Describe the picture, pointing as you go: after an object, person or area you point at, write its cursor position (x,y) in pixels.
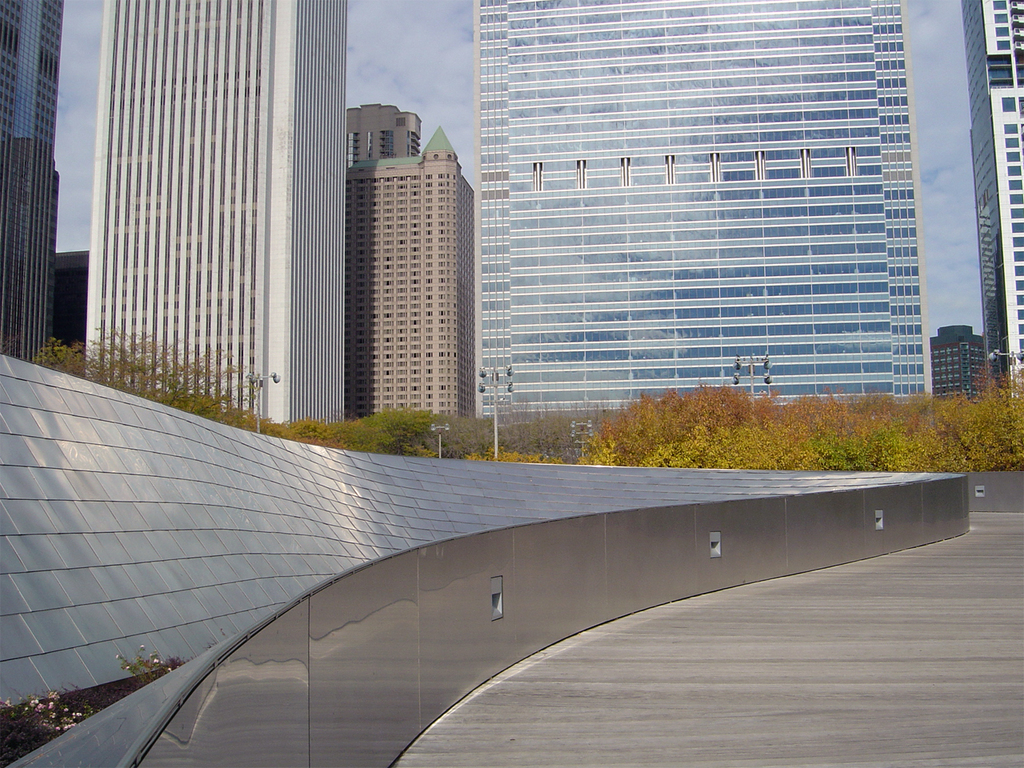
In this image, I can see the buildings (719,263), trees (321,437) and light poles (497,385). At the bottom left side of the image (16,735), there are plants (74,707) with flowers (55,714). At the bottom of the image (860,664), I can see a pathway (889,651). In the background (954,141), there is the sky (409,105).
